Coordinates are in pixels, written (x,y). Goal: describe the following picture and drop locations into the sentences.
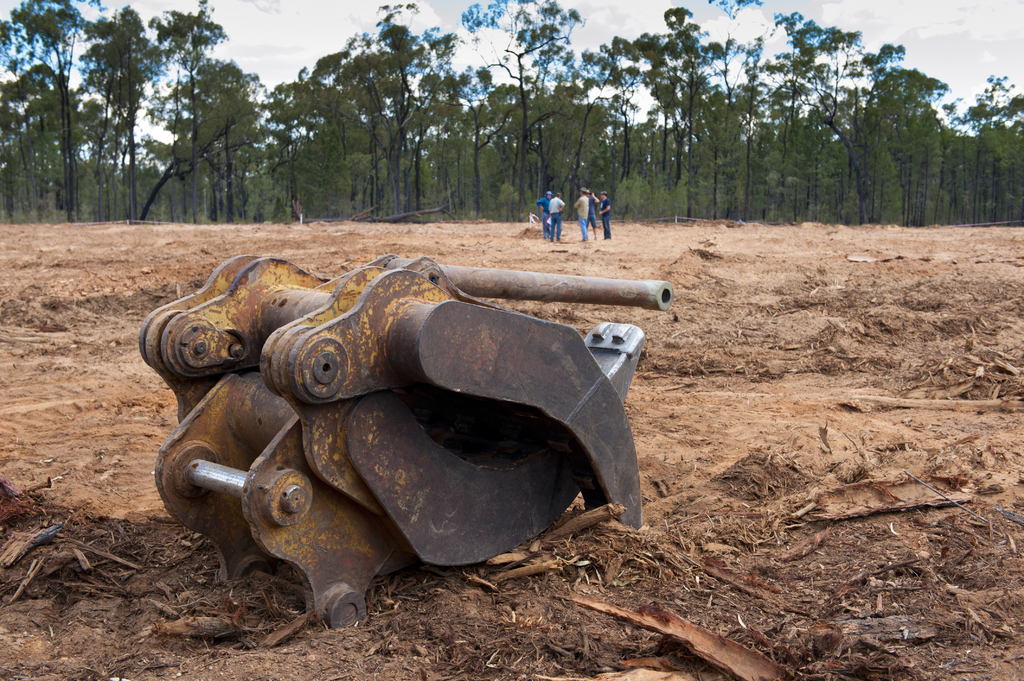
In this image, we can see a metal object (317,516) on the ground (573,233), there are some people (594,227) standing, we can see some trees (956,147), at the top (282,30) there is a sky (357,23).
